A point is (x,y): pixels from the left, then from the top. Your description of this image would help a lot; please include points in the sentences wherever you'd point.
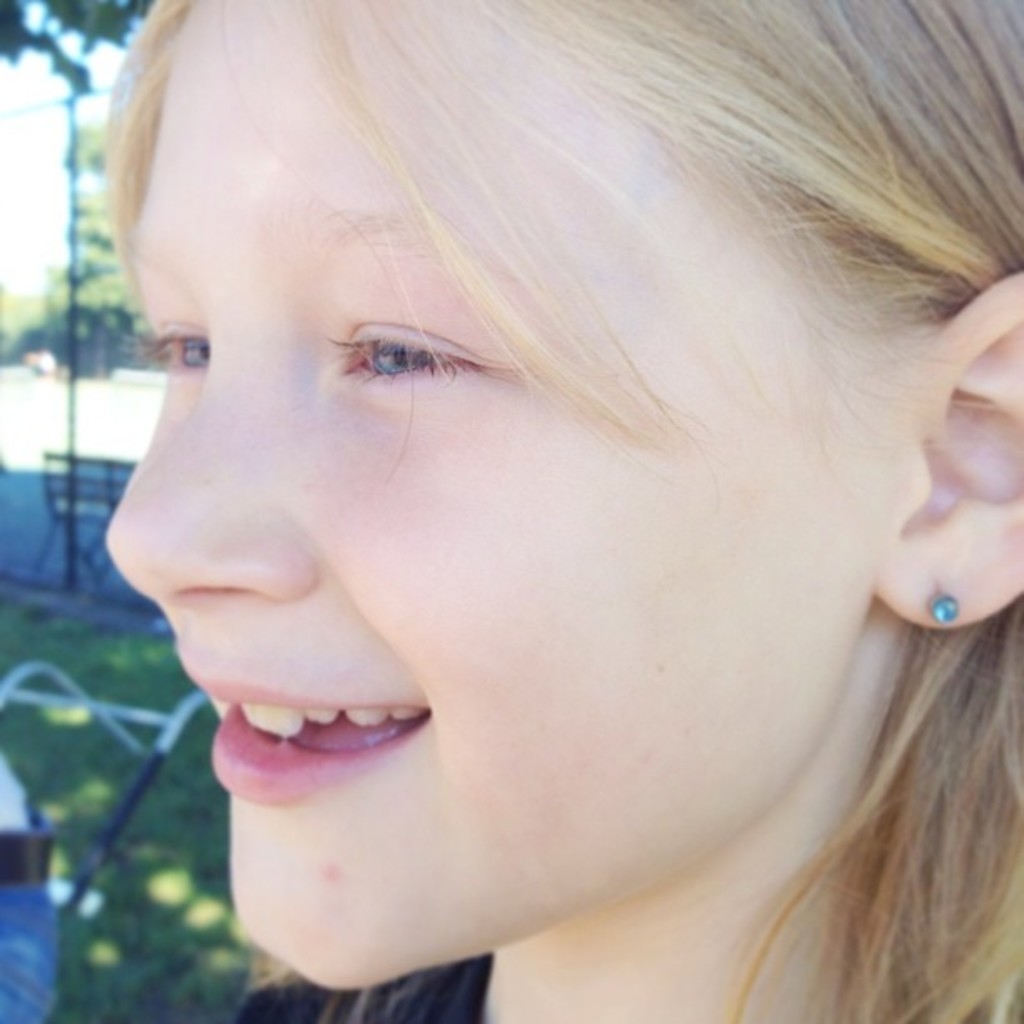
There is a girl (459,523) smiling and she is wearing a ear stud (949,610). In the background (11,612) there is grass (130,775) and a bench (105,466). Also it is blurred.
